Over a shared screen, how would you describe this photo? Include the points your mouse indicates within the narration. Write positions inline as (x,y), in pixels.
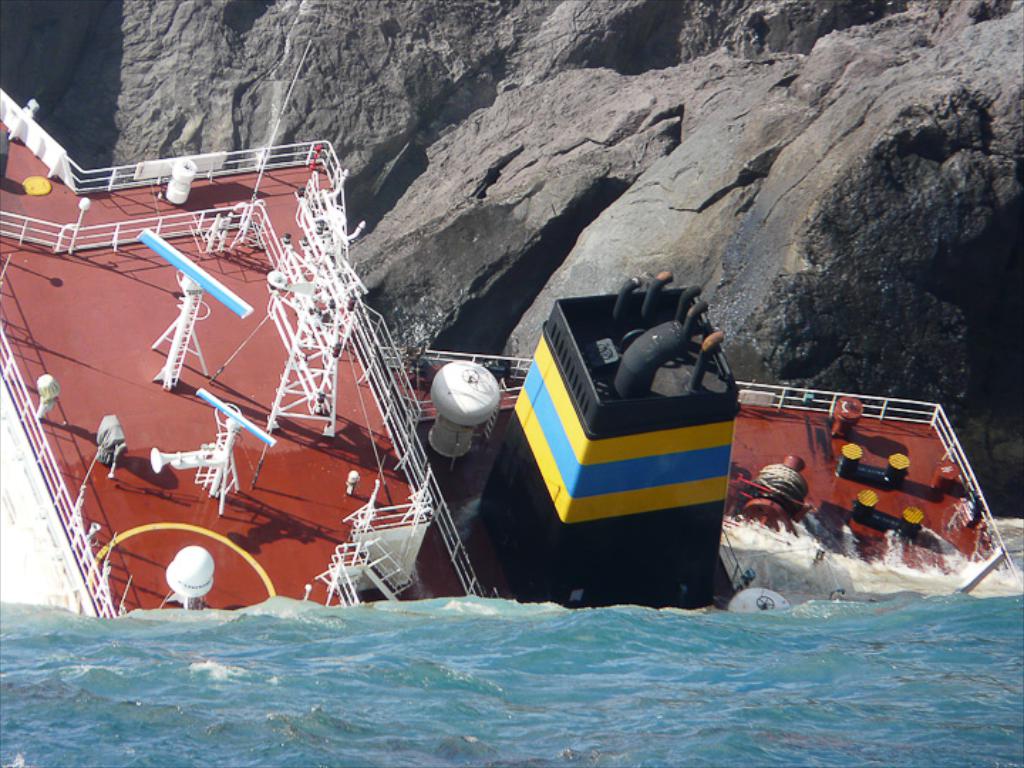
In the foreground of the picture (357,644) there is water (562,616). In the center of the picture (634,317) there is a ship (964,517) drowning. At the top (714,153), it is rock (595,125). It is a sunny day.
